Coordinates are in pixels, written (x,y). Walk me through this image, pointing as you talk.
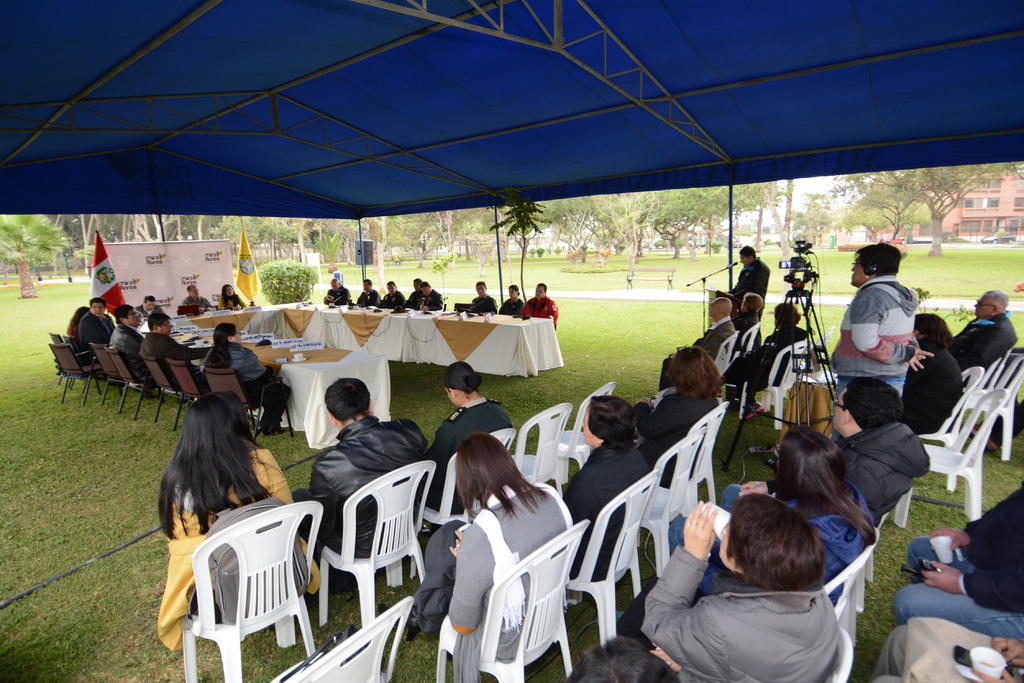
This picture is of outside which is under the tent (508,102). On the right (953,367) there are group of persons (782,459) sitting on the chairs (898,505) and there is a man (881,289) wearing headphones (868,272) and standing, in front of him we can see a camera (793,272) attached to the stand (821,337) and we can see a man (750,268) standing behind the podium (730,289) and there is a microphone (730,268) attached to the stand (705,284). On the left (261,362) there are group of persons (166,319) sitting on the chairs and there is a table (347,317) covered with a cloth (404,314) and we can see the nameplates (265,334) placed on the top of the table (409,339). On the left (96,263) there are two flags (240,268) and banner (170,262). In the background (999,203) we can see the building (986,202), trees (865,205), poles (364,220) and the sky (809,184).
